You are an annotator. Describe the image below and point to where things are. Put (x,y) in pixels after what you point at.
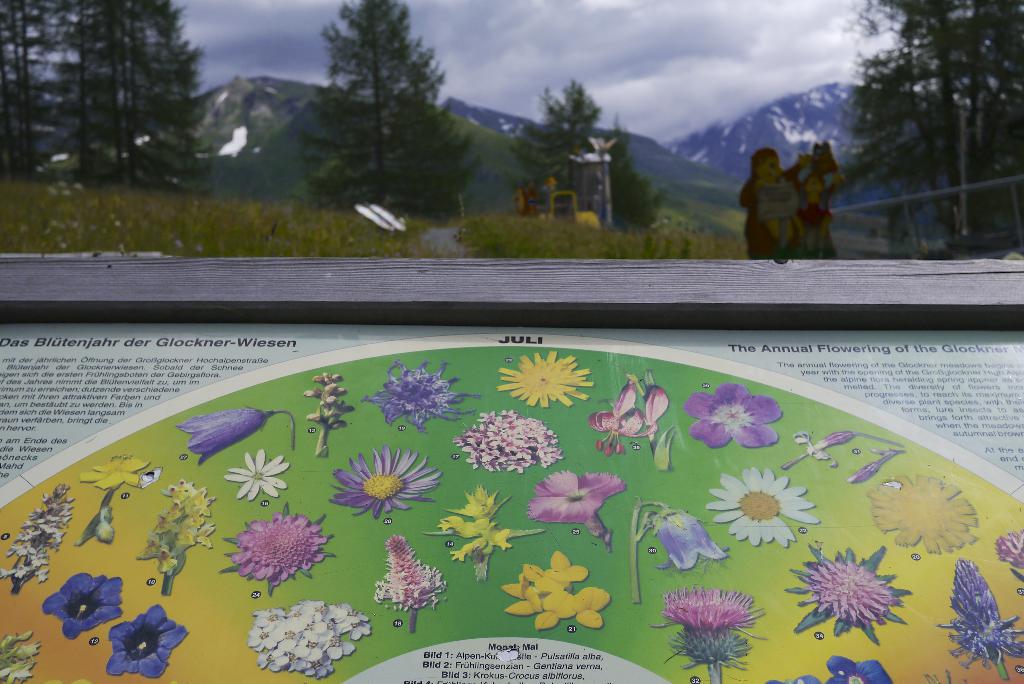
In the given image i can see a wooden object (393,321) with some text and in the background (640,76) i can see the trees (148,109), mountains (751,136) and sky (670,7).
